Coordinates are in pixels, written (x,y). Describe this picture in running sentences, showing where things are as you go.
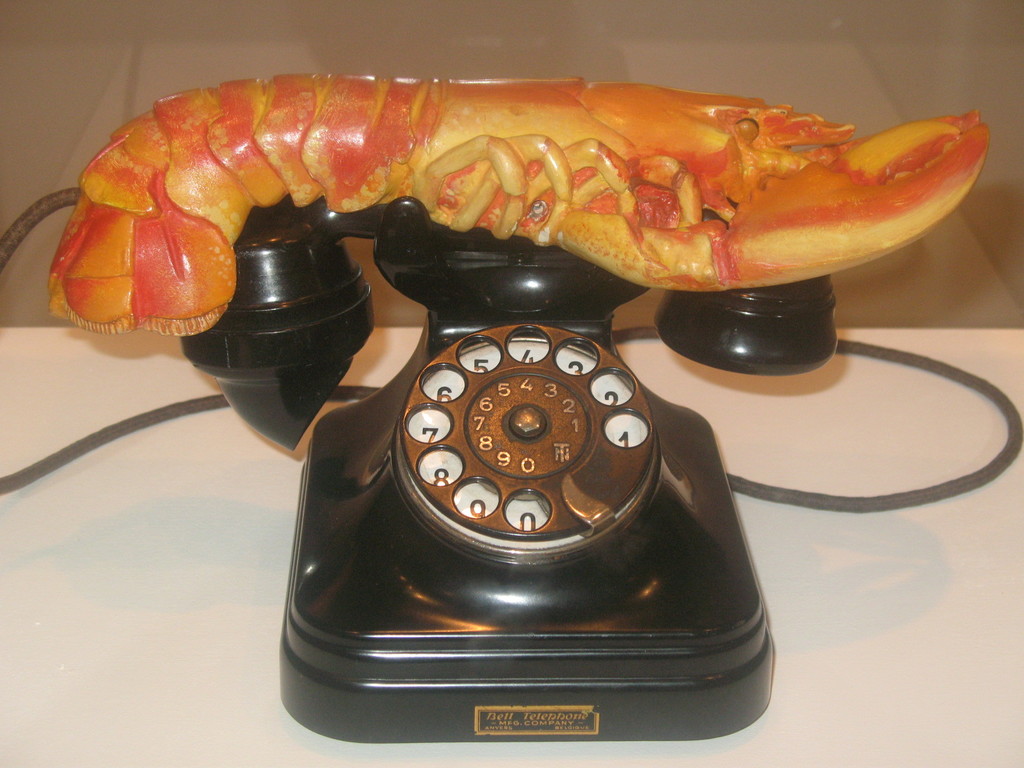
Here I can see a black color telephone (526,396) is placed on a white surface (110,576). On this telephone (297,303) there is a toy lobster (515,190).
